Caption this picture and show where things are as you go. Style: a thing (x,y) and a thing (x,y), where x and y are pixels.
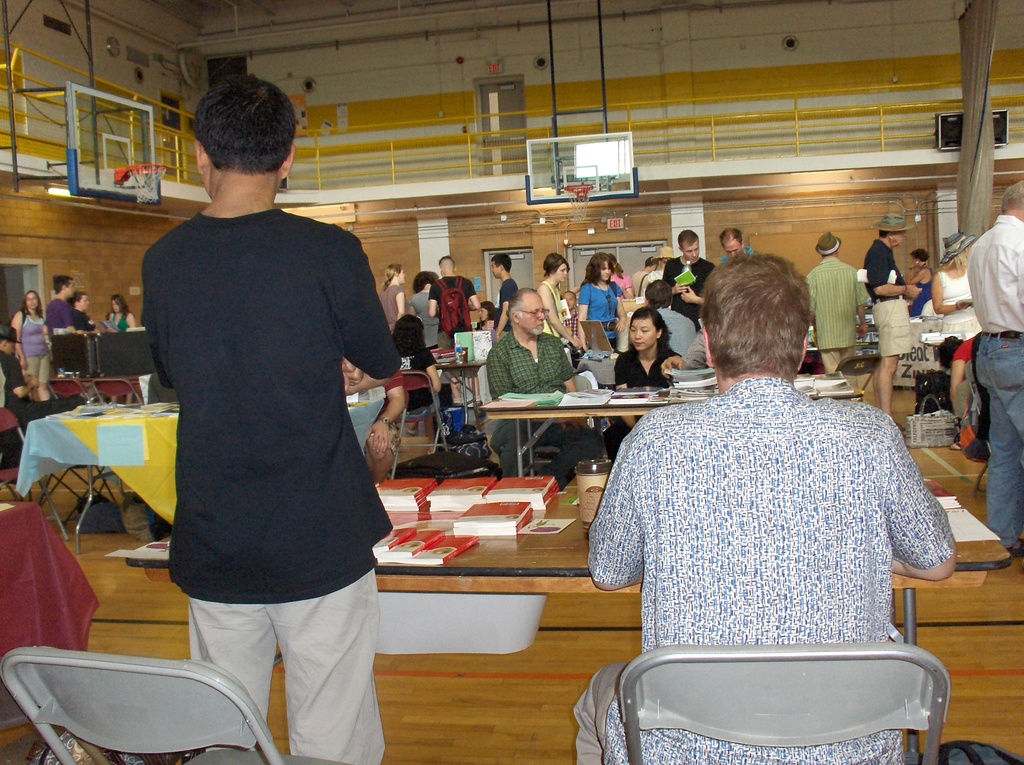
Most of the persons (616,266) are standing and few persons (684,362) are sitting on chairs (849,364). We can able to see tables (565,491), on this table (567,525) there are books (494,525), bottle (583,490) and cloth (64,438). On floor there are bags (933,411). On top (591,186) there is a basketball net (144,167). These are speakers (954,141).
